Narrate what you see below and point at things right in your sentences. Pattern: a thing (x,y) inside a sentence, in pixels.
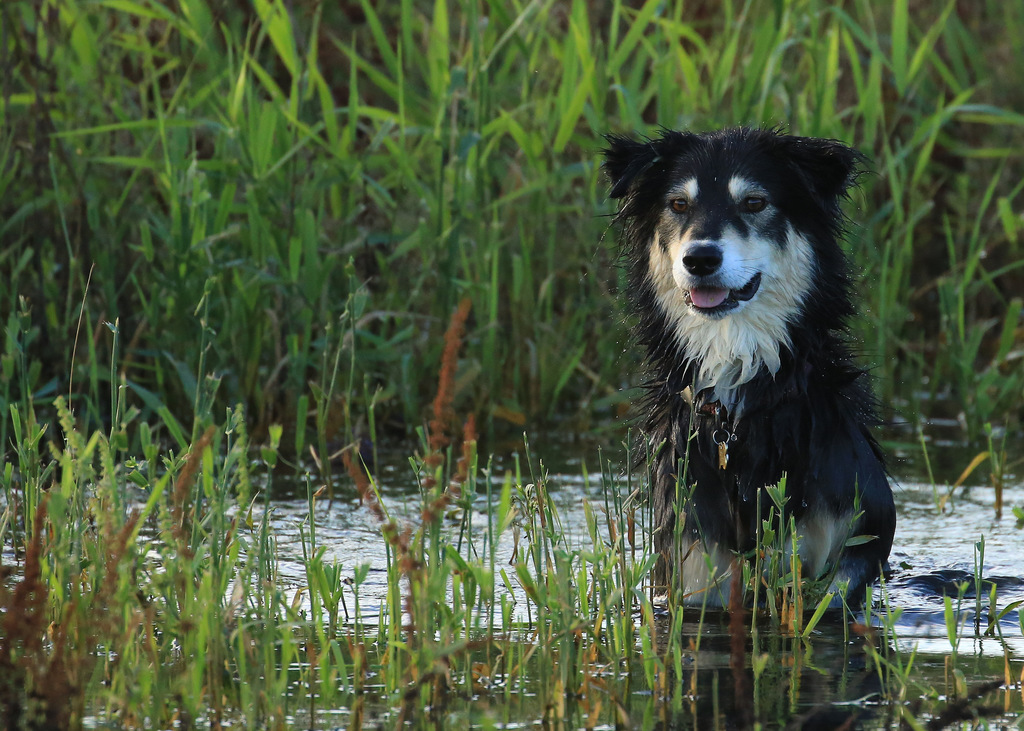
In this image there is a dog (718,427) in the water (251,500), around the dog (732,498) there is a grass (247,386).
